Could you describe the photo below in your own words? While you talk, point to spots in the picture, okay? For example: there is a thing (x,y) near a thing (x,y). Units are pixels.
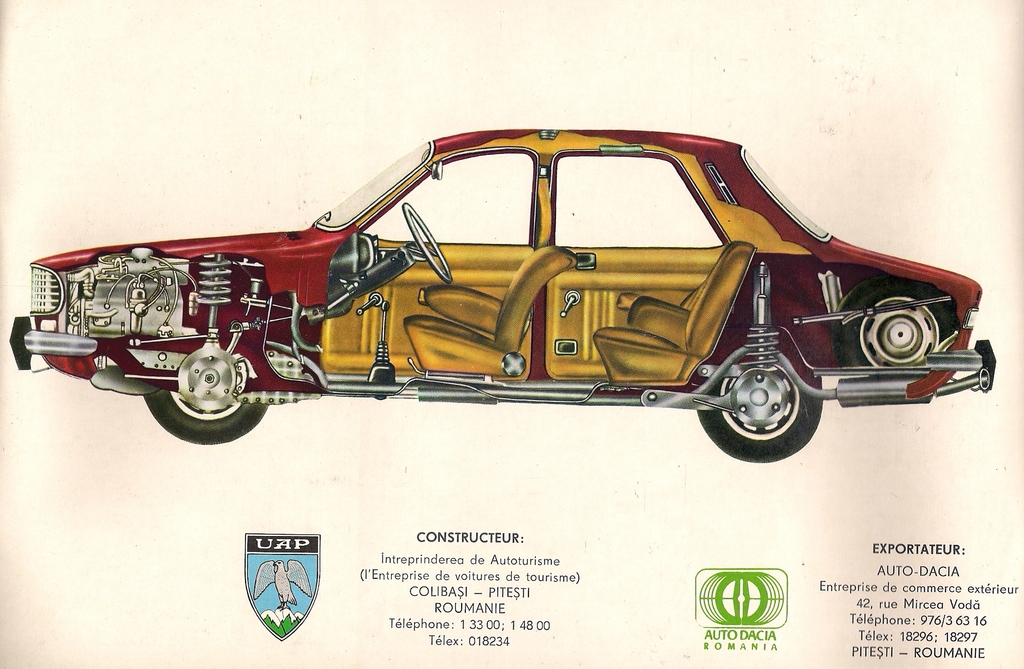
In this image there is a car (669,265). we can see the inner parts (422,304) of the car (522,278). In this image there is a motor (157,301) on the left side (145,309). In the middle (438,254) there is a steering (404,248). On the right side (836,350) there are tires (837,326). At the bottom (569,576) there is some text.
